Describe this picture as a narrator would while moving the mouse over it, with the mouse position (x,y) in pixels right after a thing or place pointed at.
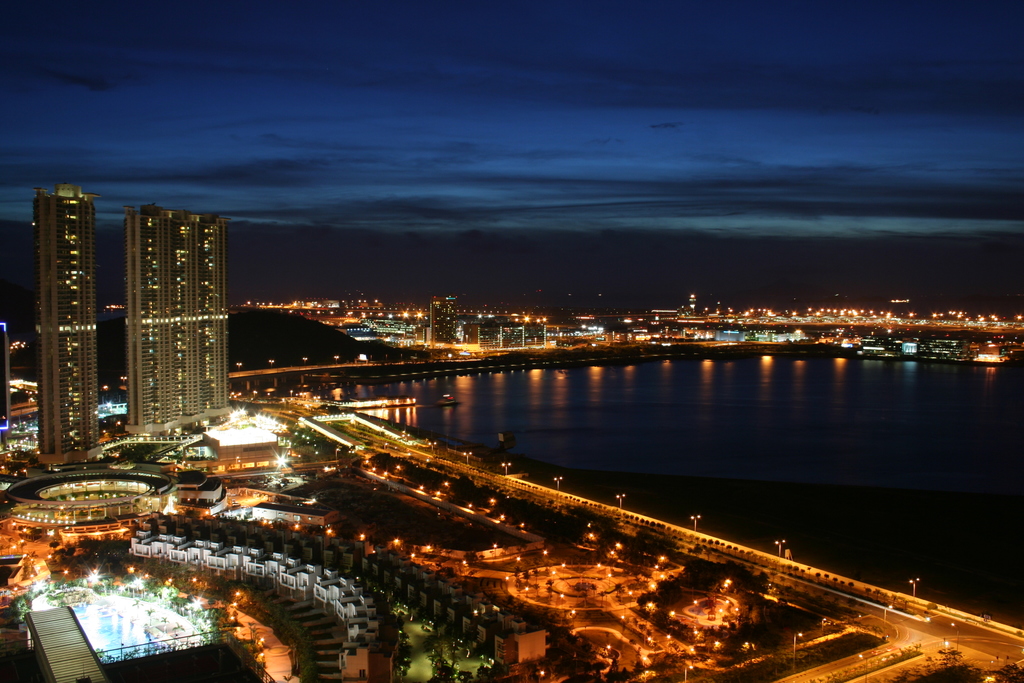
In this image we can see a few buildings (161,238), there are some trees (541,511), poles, lights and water (718,459), in the background (712,252), we can see the sky (696,218) with clouds (644,199).
